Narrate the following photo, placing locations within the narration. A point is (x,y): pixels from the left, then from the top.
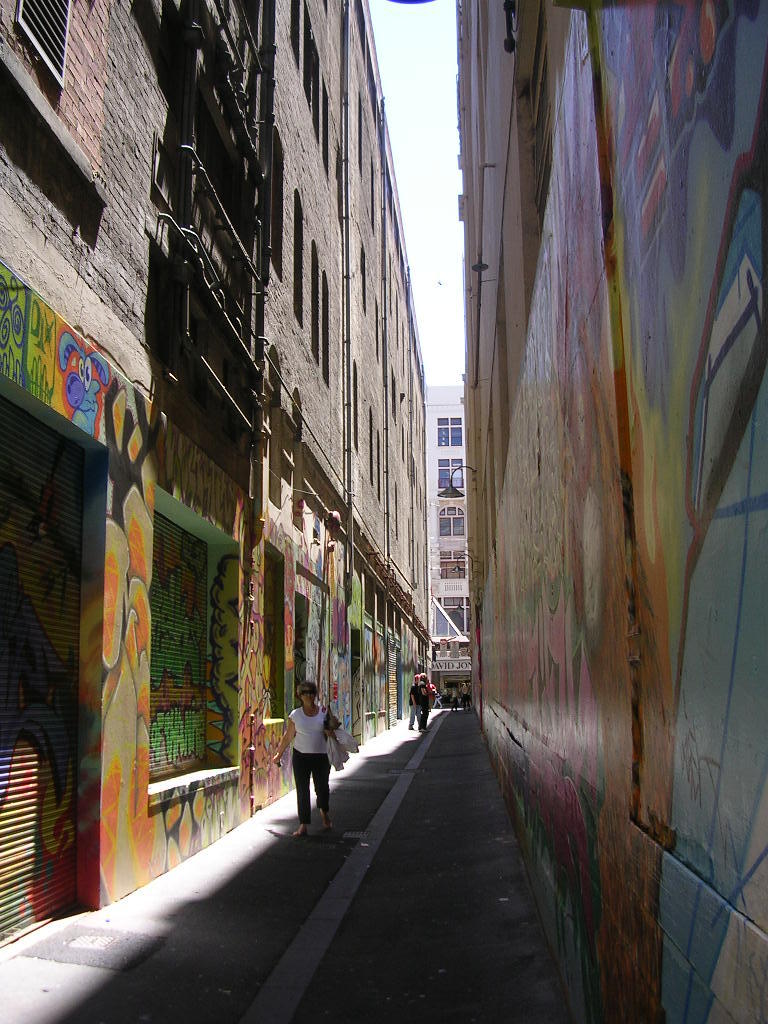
In this picture I can see there is a lane (489,929) and there are few people (297,739) walking in the lane (334,859) and there are few buildings (522,723) and it has paintings (552,589) on it. There is a building (427,427) in the backdrop (439,436). The sky (385,54) is clear.
